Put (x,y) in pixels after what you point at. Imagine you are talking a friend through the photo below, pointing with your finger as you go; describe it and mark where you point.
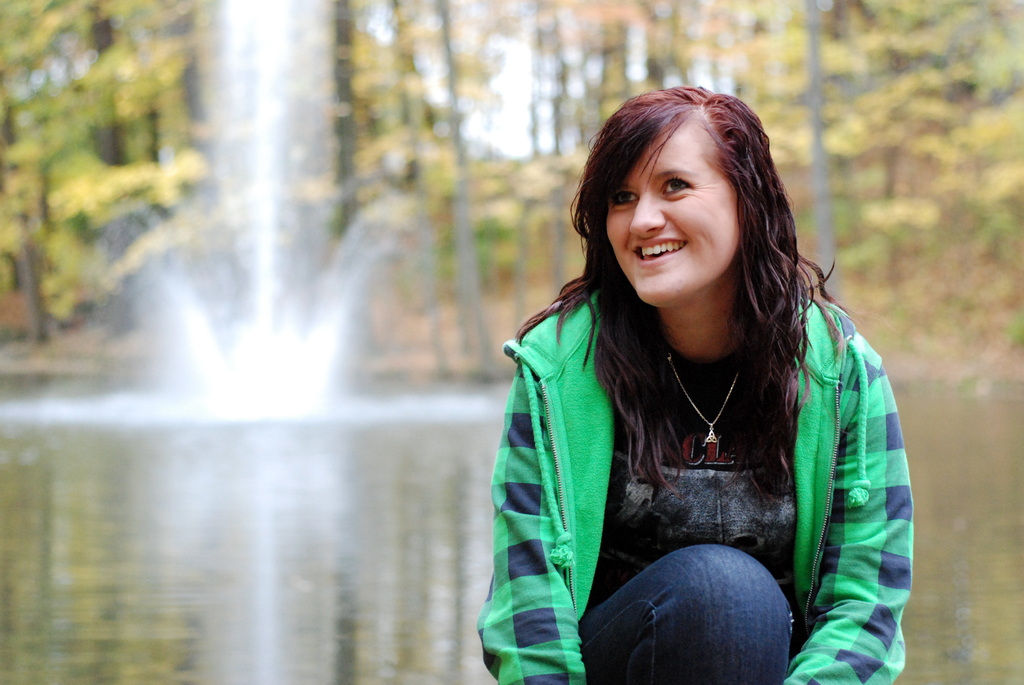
This image consists of a girl (660,249) wearing green jacket (516,670). In the background (266,556), there is water (266,556) along with trees (383,160) and fountain (298,181). She is in squatting position.
